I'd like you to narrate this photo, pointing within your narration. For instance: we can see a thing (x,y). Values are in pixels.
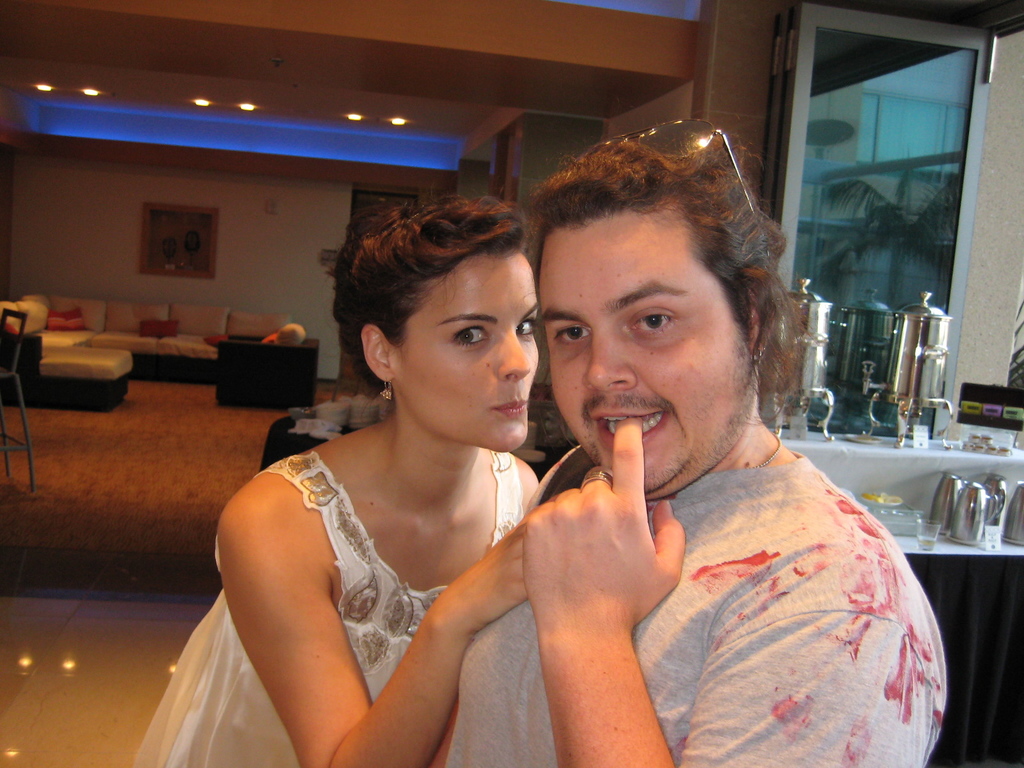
Here in this picture we can see a man (632,571) and a woman (443,564) standing on the floor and both of them are making some expressions and behind them we can see a table (838,466), on which we can see glasses (932,524) and kettles (890,359) present and on left side (287,337) we can see a sofa (165,348) and chairs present and at the top (195,130) we can see lights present on the roof (208,130) and on the wall (130,218) we can see a portrait (215,225) present.
